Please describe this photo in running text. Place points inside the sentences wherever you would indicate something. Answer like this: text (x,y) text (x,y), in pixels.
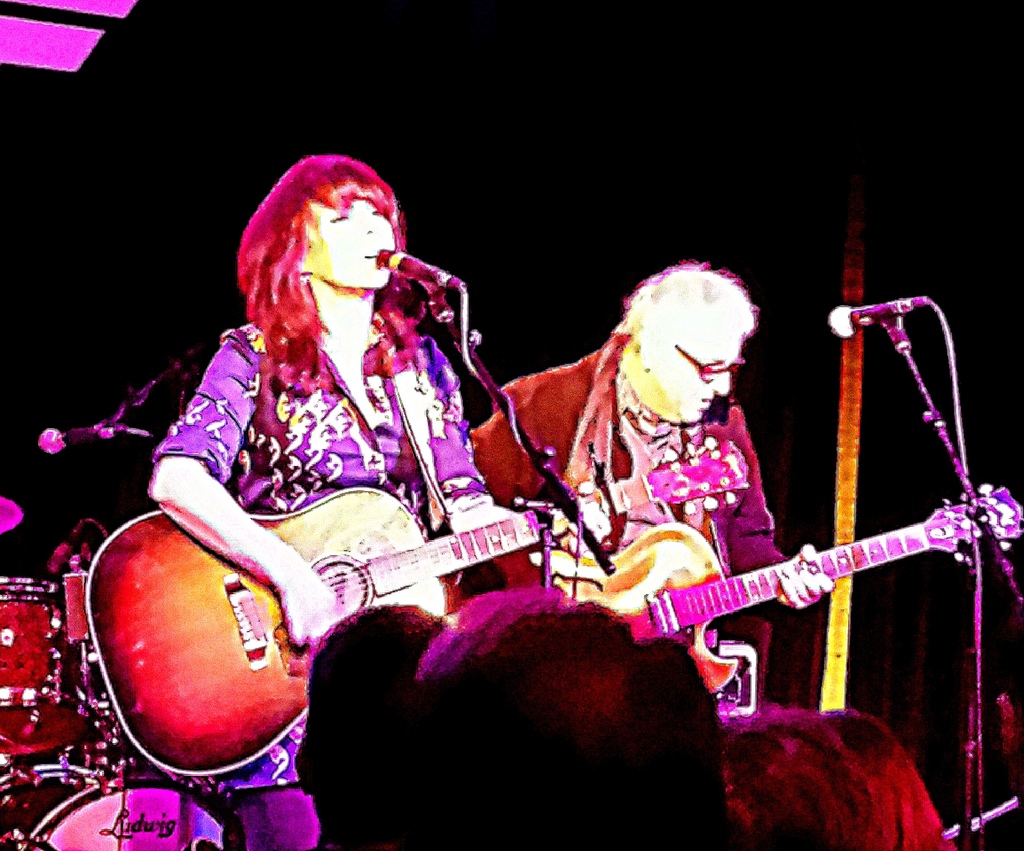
In this picture we can see man (620,393) and woman (283,375) holding guitars (593,590) in their hand (569,561) and playing it and singing on mics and in front of them we can see some persons (561,673) and at back of them we can see drums (45,810) and it is dark.
